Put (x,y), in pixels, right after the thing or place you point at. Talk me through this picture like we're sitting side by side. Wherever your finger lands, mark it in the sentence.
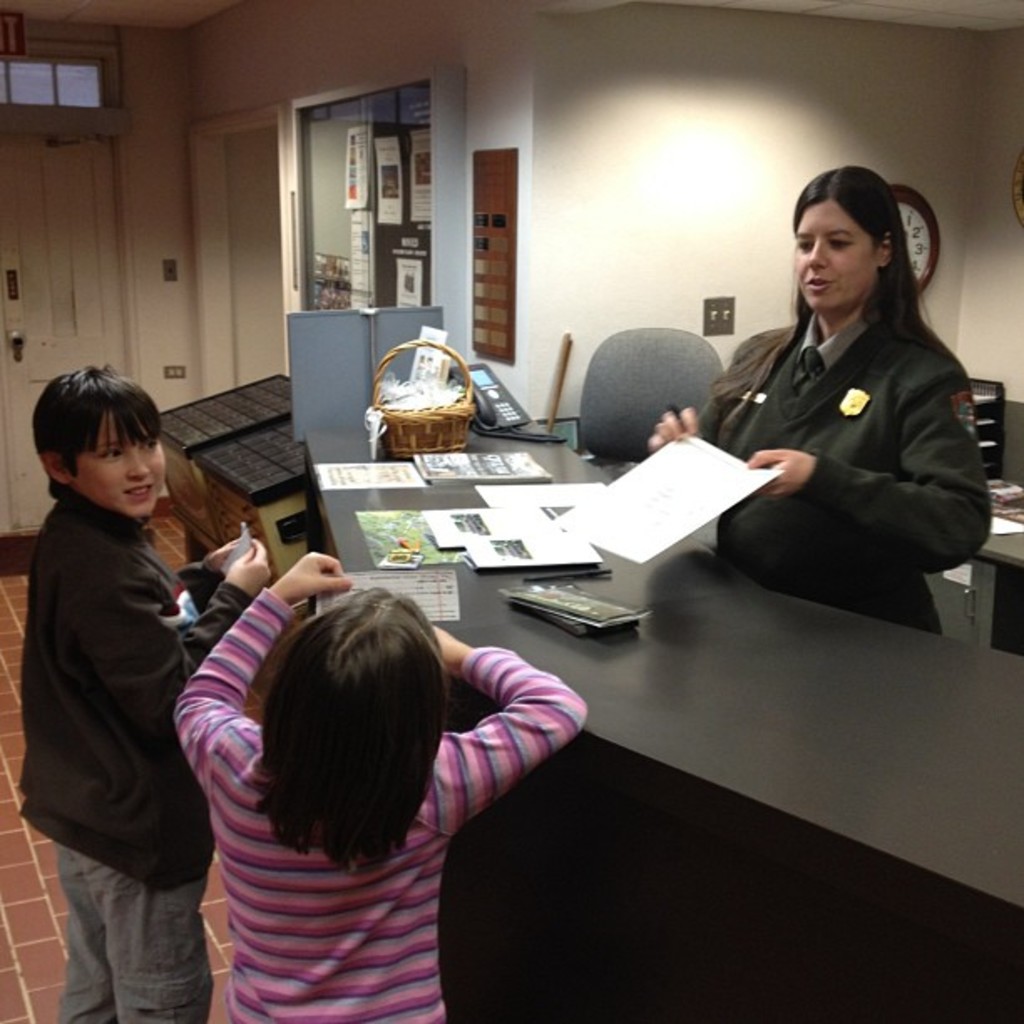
In this image I can see a woman (839,358) and two children (320,571) are standing. I can see she is wearing sweater (846,426) and holding white colour paper (751,490). Here on this desk (716,739) I can see few papers (489,530), a telephone (488,419), a basket (428,430) and few other stuffs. In the background (638,402) I can see a chair (695,345), a clock (928,213) on wall (971,232) and left side of this image (80,268) I can see a door (26,274) and few white colour posters (390,178).
